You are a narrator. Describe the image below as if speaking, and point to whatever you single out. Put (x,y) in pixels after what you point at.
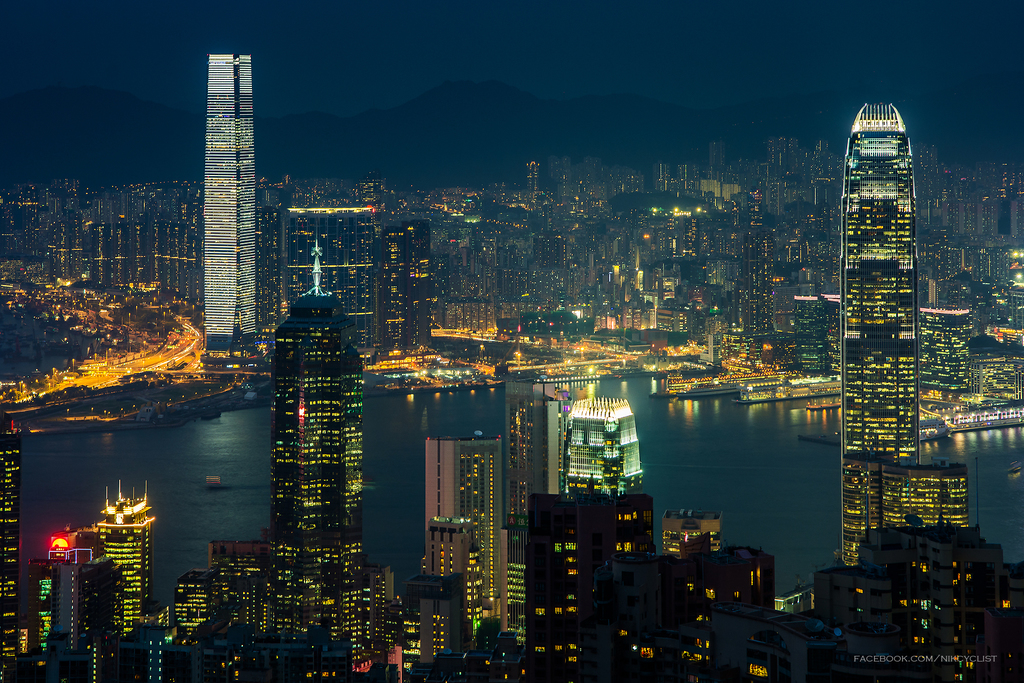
This is a picture of a city (394,266), where there are skyscrapers (608,465), water (798,499), hills (582,119), and in the background (536,12) there is sky (450,12).
